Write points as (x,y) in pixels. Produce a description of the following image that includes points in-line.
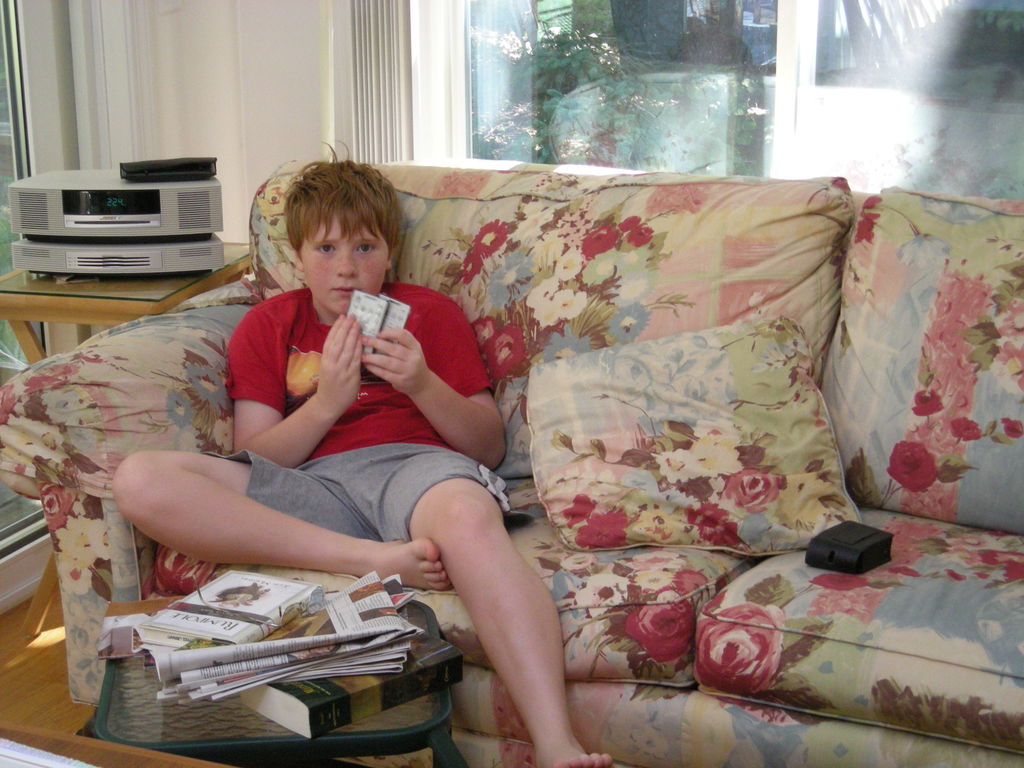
In the foreground of the image (295,743) we can see a table (299,740) on which books (288,702) and some papers (247,667) are there. In the middle of the image (453,358) we can see a boy (387,460) is sitting on a sofa (542,503) and holding something in his hands (398,363). On the top of the image (568,139) we can see a window (744,155).
